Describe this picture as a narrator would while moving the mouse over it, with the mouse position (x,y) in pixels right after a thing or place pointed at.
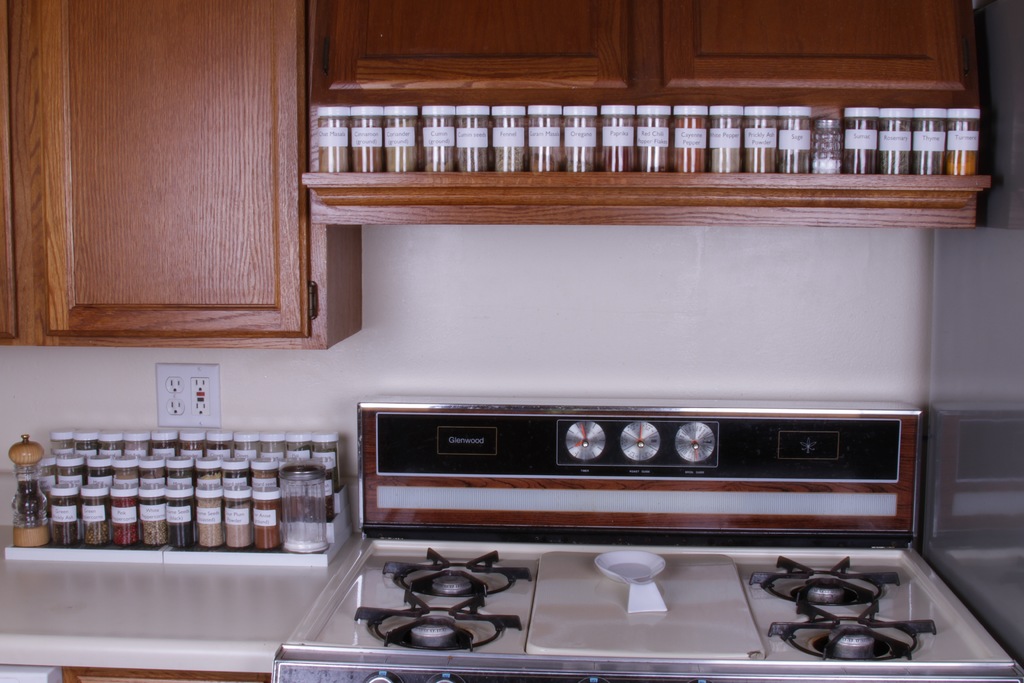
In this image we can see a stove (616,632). Near to the stove (639,658) there is a platform (54,580). On that there are bottles (220,447). There is a wall (295,376). On the wall (220,358) there is a socket (172,364). Also there is a cupboard (196,166). On the cupboard (216,166) there are many bottles (739,140).
